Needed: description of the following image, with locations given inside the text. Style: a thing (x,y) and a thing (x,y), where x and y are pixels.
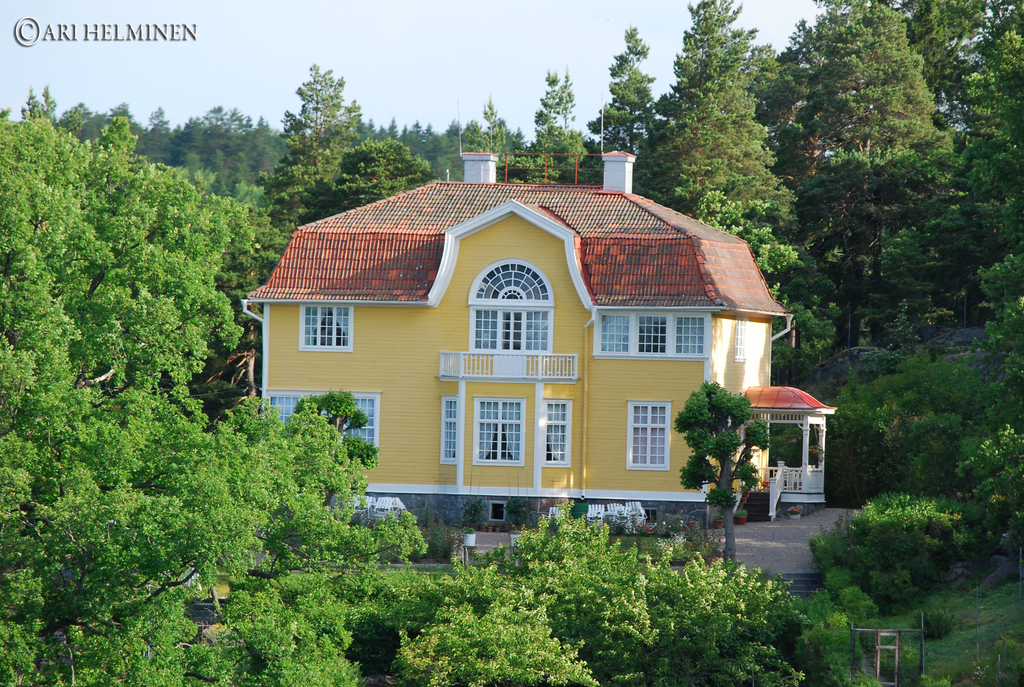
In the middle (413,243) I can see a house (522,498). The background (676,121) is covered with trees (885,213), text (64,31) and the sky (481,59). This image is taken during a day.
